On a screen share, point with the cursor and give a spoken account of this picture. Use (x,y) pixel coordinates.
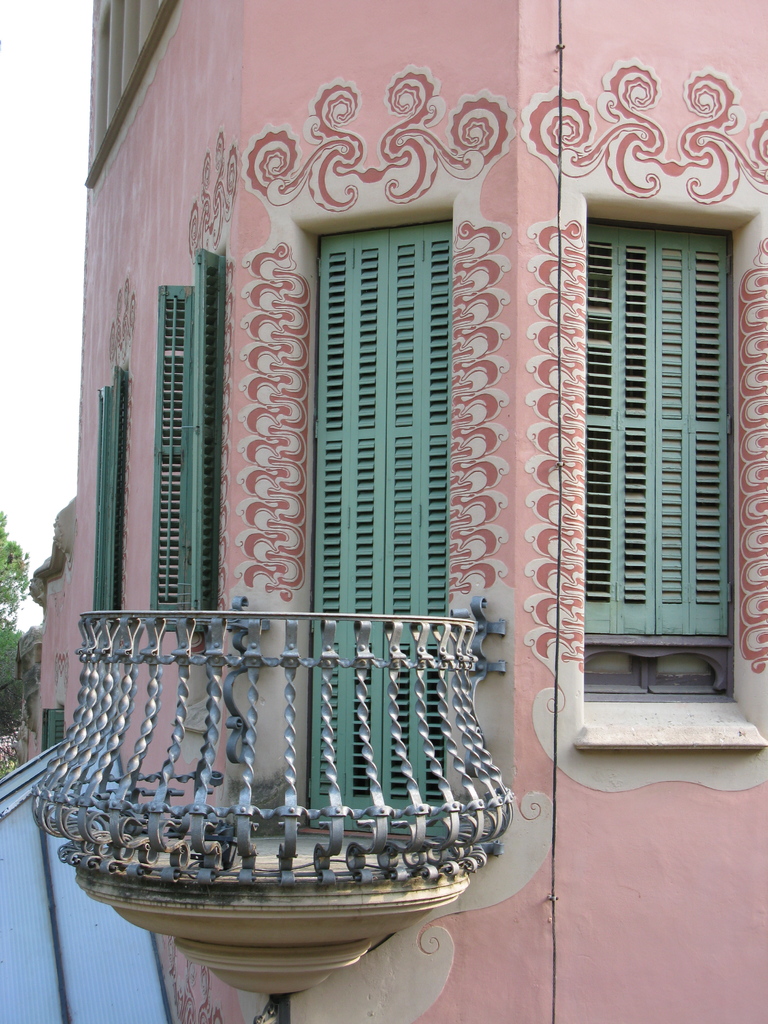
In this picture we can see a building (381,99) with windows (428,639), some objects (189,817) and in the background (31,213) we can see trees (3,566) and the sky (3,345).
